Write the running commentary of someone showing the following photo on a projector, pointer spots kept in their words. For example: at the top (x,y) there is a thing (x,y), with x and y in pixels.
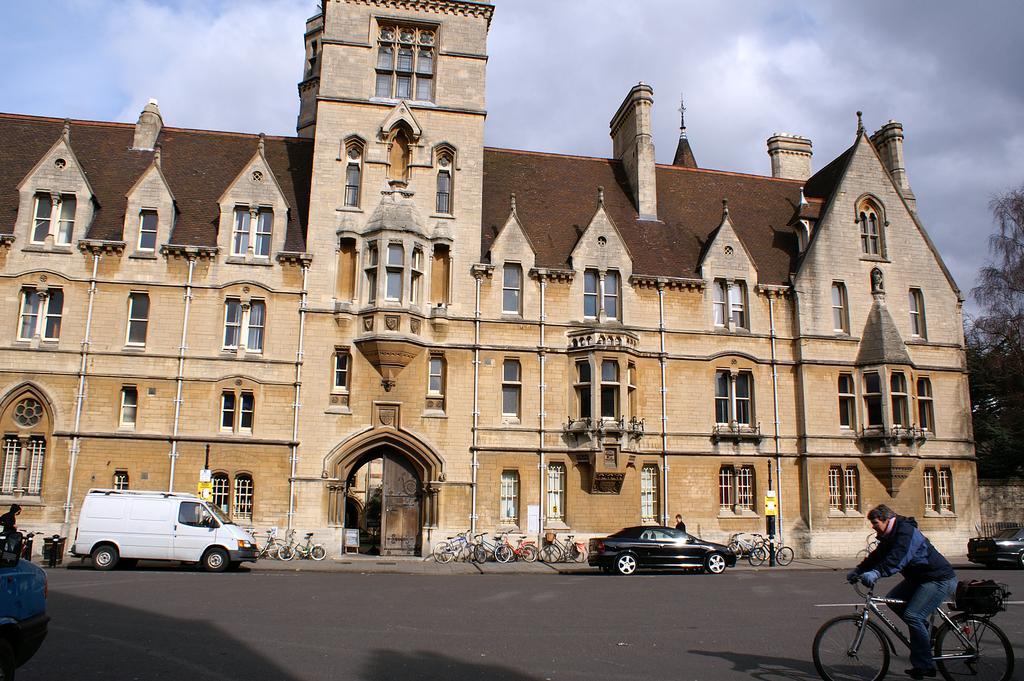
In this picture we can see a building (720,272). There are vehicles (119,517) on the road (583,616) and these are the bicycles (844,640). Here we can see a man (919,586) on the bicycle (909,642). On the background (752,96) there is a sky (677,60) with clouds (736,89). And this is tree (976,360).
